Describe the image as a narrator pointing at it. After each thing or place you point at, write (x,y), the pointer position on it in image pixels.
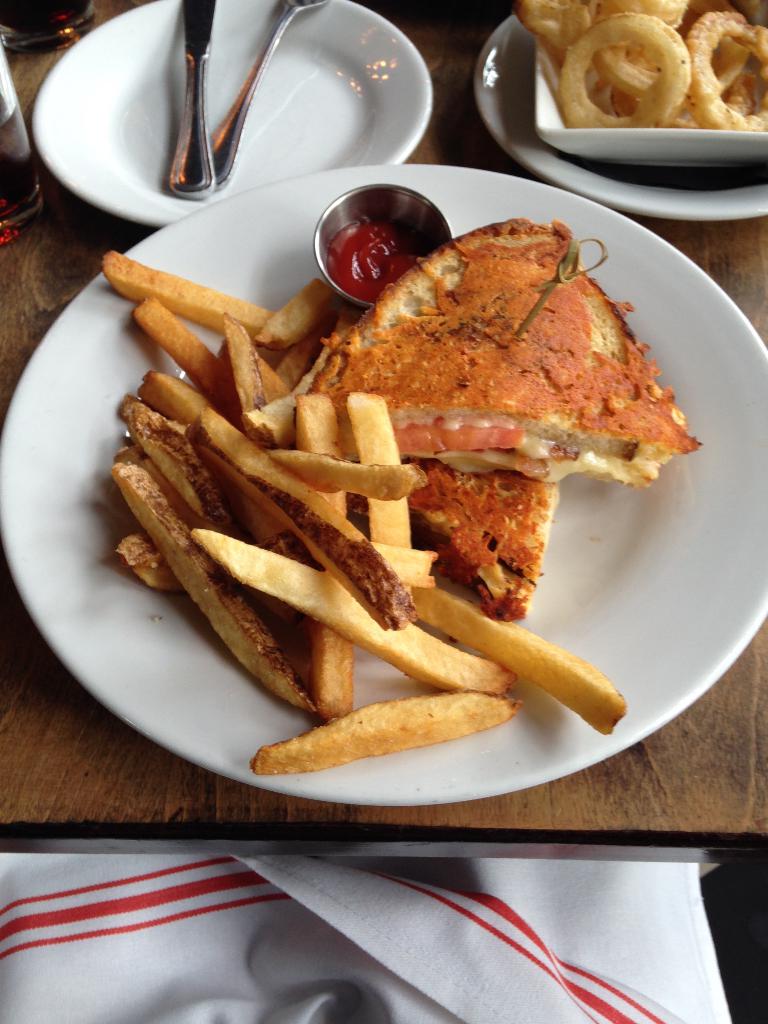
In the image I can see food items (318,331), spoons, a cup (434,214) on white color plates (287,257) and some other objects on a wooden surface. In front of the image I can see white color cloth (235,961) which has red color lines (168,920).
